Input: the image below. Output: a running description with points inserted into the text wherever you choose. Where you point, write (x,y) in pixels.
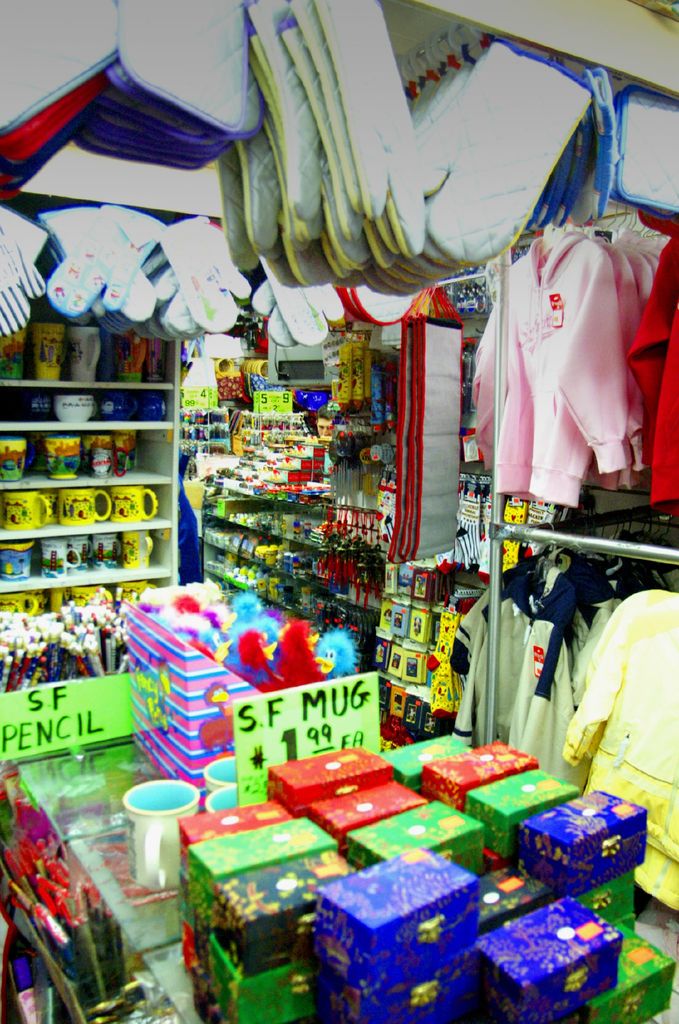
In this picture we can see so many objects (7,352) are placed in the shelves (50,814).
